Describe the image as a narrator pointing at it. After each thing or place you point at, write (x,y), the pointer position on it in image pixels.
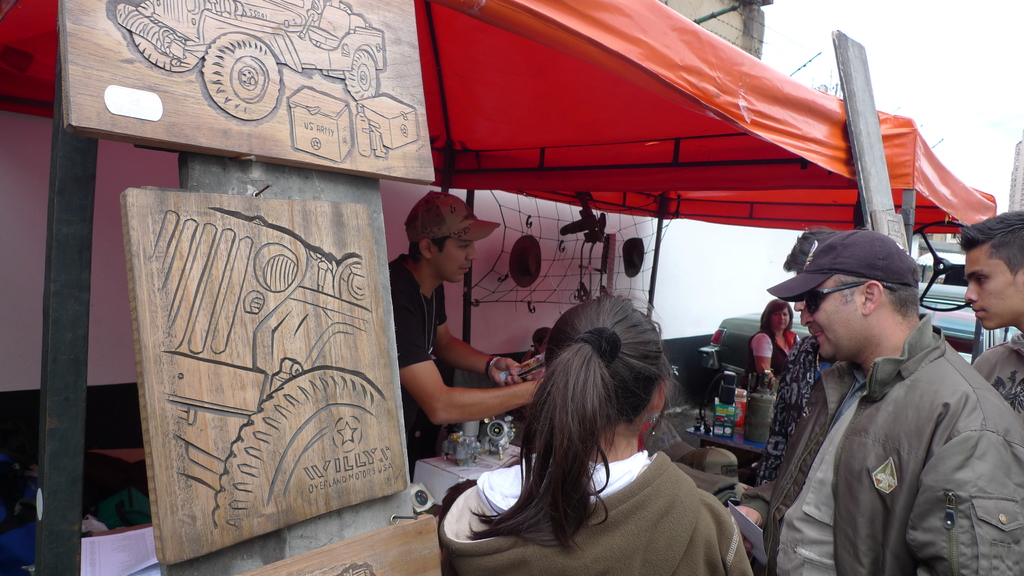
In the foreground (271,50) I can see a group of people (780,462) are standing on the road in front of a stall (626,200) and vehicles (961,337). In the background (929,38) I can see buildings (701,0) and the sky (940,49). This image is taken may be during a day on the street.
